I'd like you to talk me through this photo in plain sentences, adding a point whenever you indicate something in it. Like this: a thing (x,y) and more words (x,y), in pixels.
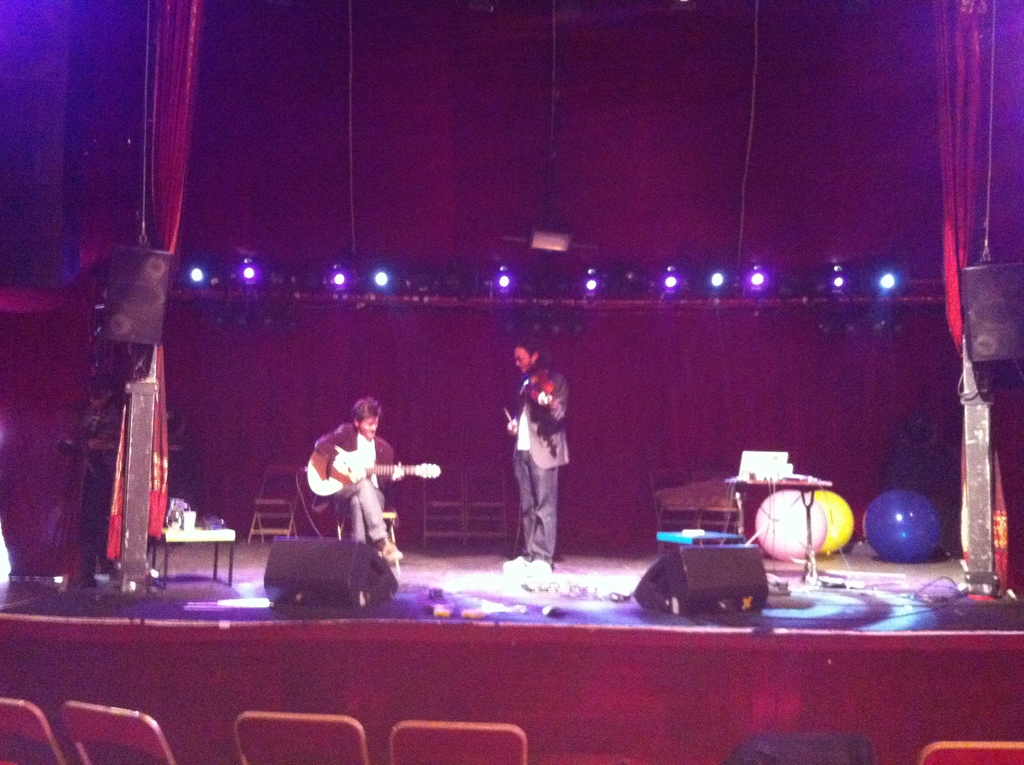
In this picture we can see two men (561,449), a man (381,495) on the left side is playing a guitar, we can see chairs (80,729) at the bottom (315,733), there are balloons (838,534) here, we can see lights (756,281) here, on the left side (165,296) and right side (1007,312) we can see speakers (993,306).
